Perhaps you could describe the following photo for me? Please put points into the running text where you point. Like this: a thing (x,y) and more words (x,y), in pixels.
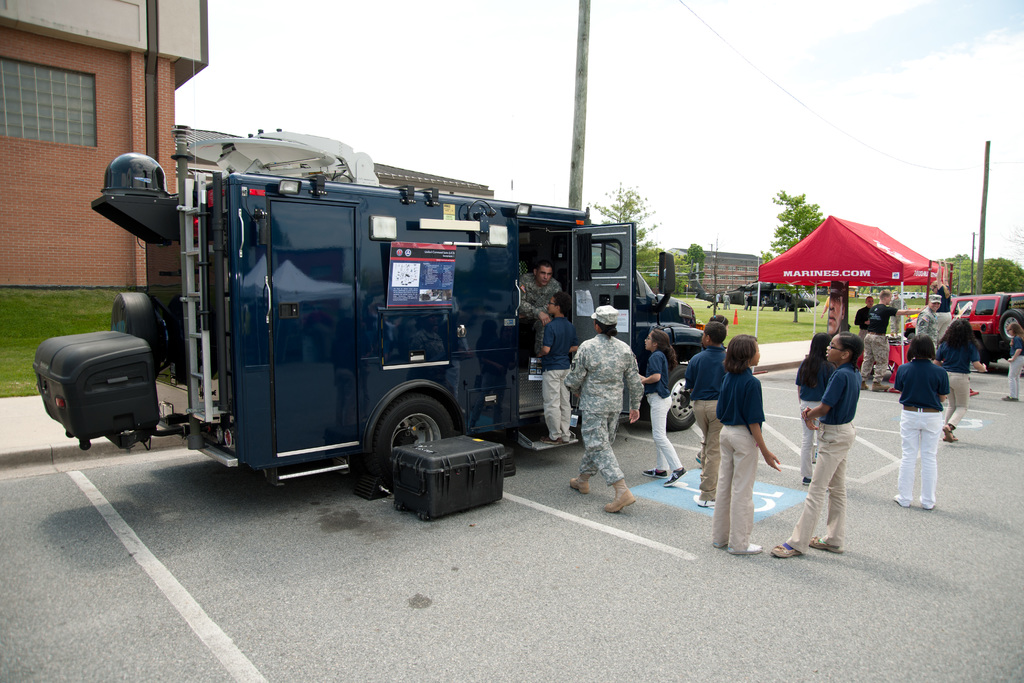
In this picture we can see vehicles (533,400) and a group of people (755,386) standing on the road (636,486), box (428,509), tent (852,224), grass (786,313), buildings (3,164), trees (693,254), poles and in the background (724,29) we can see the sky (840,108).
